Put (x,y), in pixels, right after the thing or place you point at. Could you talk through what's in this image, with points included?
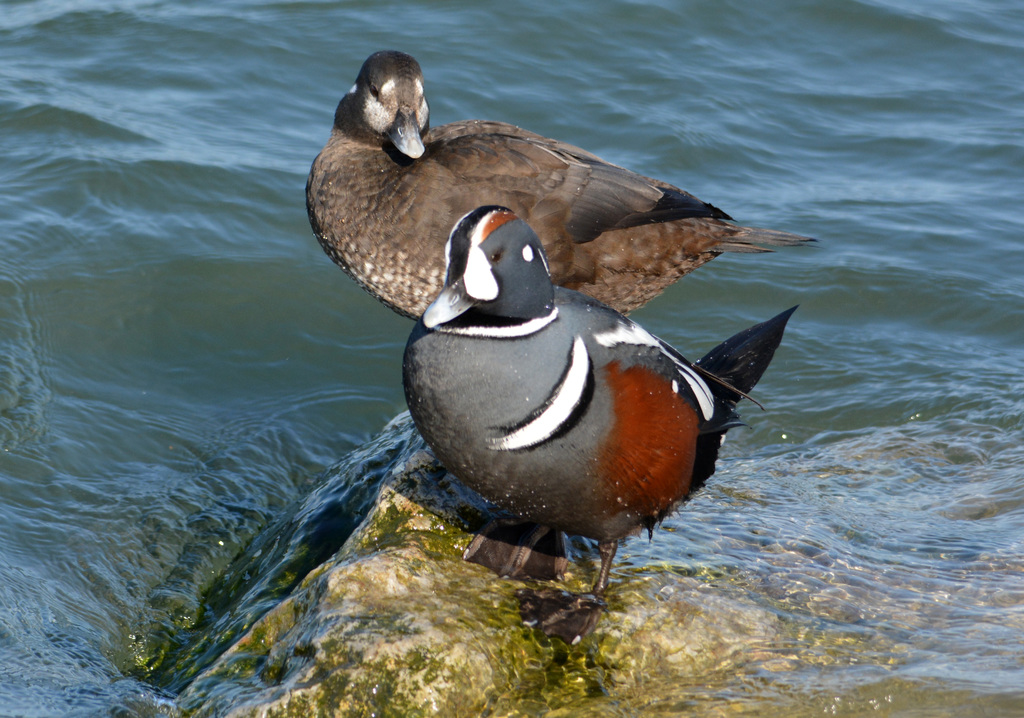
In this picture, we see two birds (437,222) are on the rock (382,558). In the background (266,274), we see water (859,509) and this water (876,427) might be in the lake (210,266).
